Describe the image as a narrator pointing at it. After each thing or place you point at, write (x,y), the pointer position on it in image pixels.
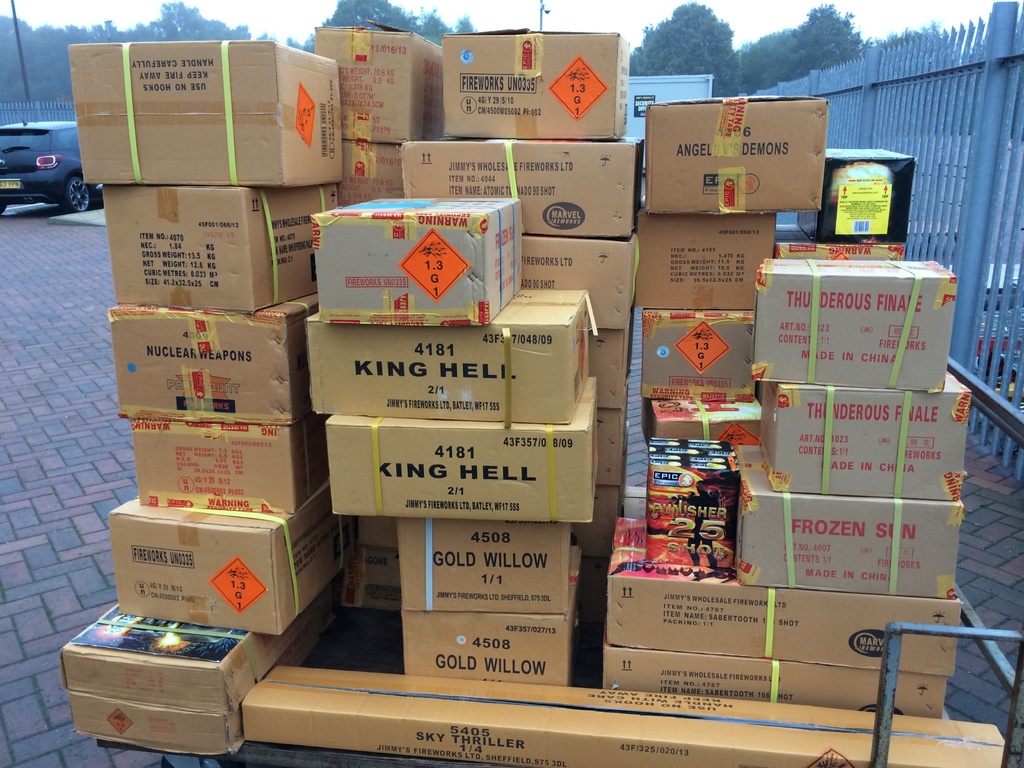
In this image we can see some products (322,338) which are packed in the cardboard boxes (405,311) and arranged in a pallet vehicle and in the background of the image (31,177) there is car (52,177) and some vehicle (672,94), on right side of the image (930,203) there is fencing (856,105) and top of the image (833,20) there are some trees (655,50) and clear sky (515,4).
